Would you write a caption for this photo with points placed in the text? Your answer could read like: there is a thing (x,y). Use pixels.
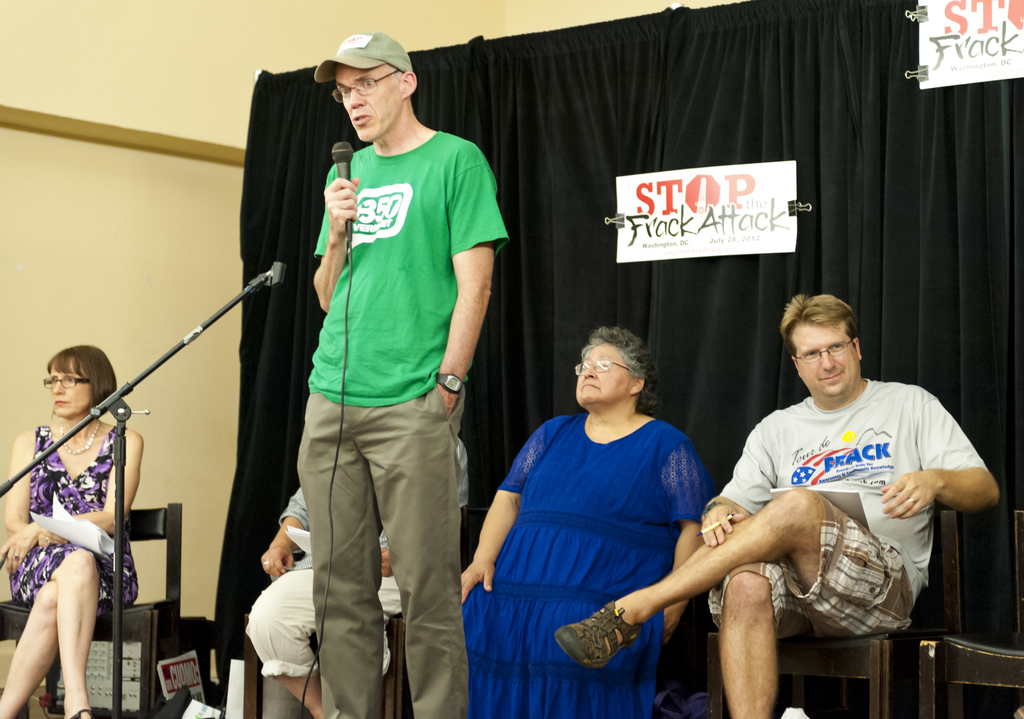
On the left side (84,367), there is a woman (63,430) in a dress (80,498), holding a document (79,527) and sitting on a chair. Beside her, there is another person (281,533) sitting and holding a document (304,531). Beside this person (290,616), there is a person (417,172) in green color T-shirt (421,168), holding a mic (339,146), speaking and standing in front of a stand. Beside him, there is a woman (609,437) in a blue color dress (598,551), sitting. On the right side (872,426), there is a person (889,419) in a short (881,552), holding a pen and sitting. Beside him, there is another chair (1010,642) on the stage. In the background (888,231), there are two posters (1020,38) attached to a curtain (888,231) and there is a wall (217,335).
